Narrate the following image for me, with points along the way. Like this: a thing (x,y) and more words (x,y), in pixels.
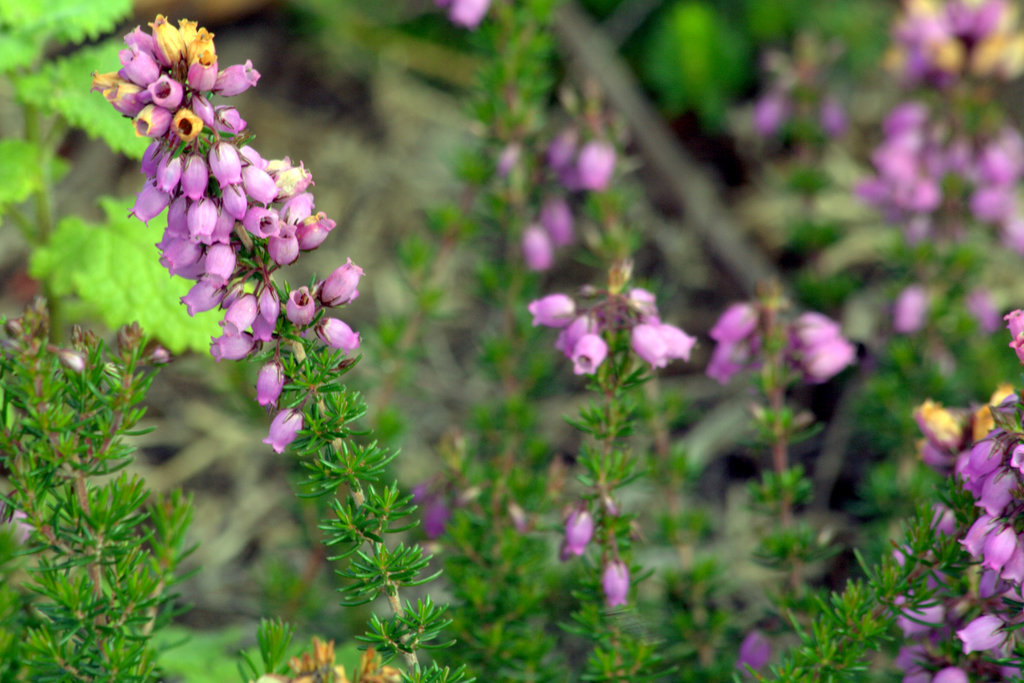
In this image in the foreground (920,446) there are some plants (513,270) and flowers (187,259), and in the background (125,143) i can see some leaves (157,236) and plants (472,197) and the background (424,81) is blurred.
